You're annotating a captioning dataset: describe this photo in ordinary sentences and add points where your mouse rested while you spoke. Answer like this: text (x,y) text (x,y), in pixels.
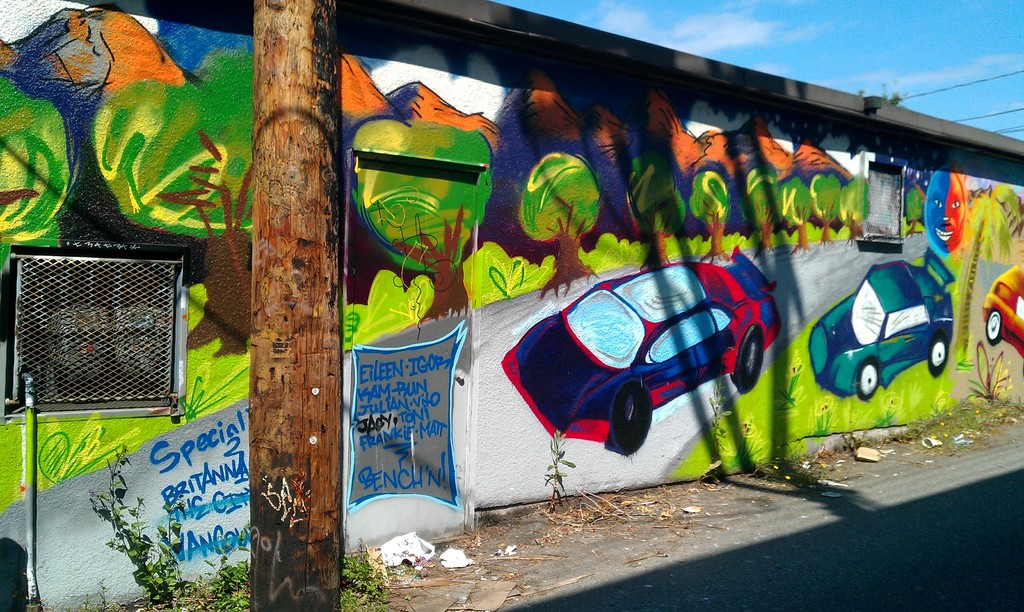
This picture might be taken outside of the city and it is very sunny. In this image, we can see a wall (738,458). On the wall (738,458), there is a painting (734,449) and a door (433,289) which is attached to a wall (496,344), window (85,362) and painting (515,356) of cars (517,371) on the wall (220,393), trees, stem (305,73) and a painting (792,318). On the right side (1000,79), we can see electric wires (977,81). On top (994,93) there is a sky (939,71), at the bottom (867,526) there is a road (863,545).
